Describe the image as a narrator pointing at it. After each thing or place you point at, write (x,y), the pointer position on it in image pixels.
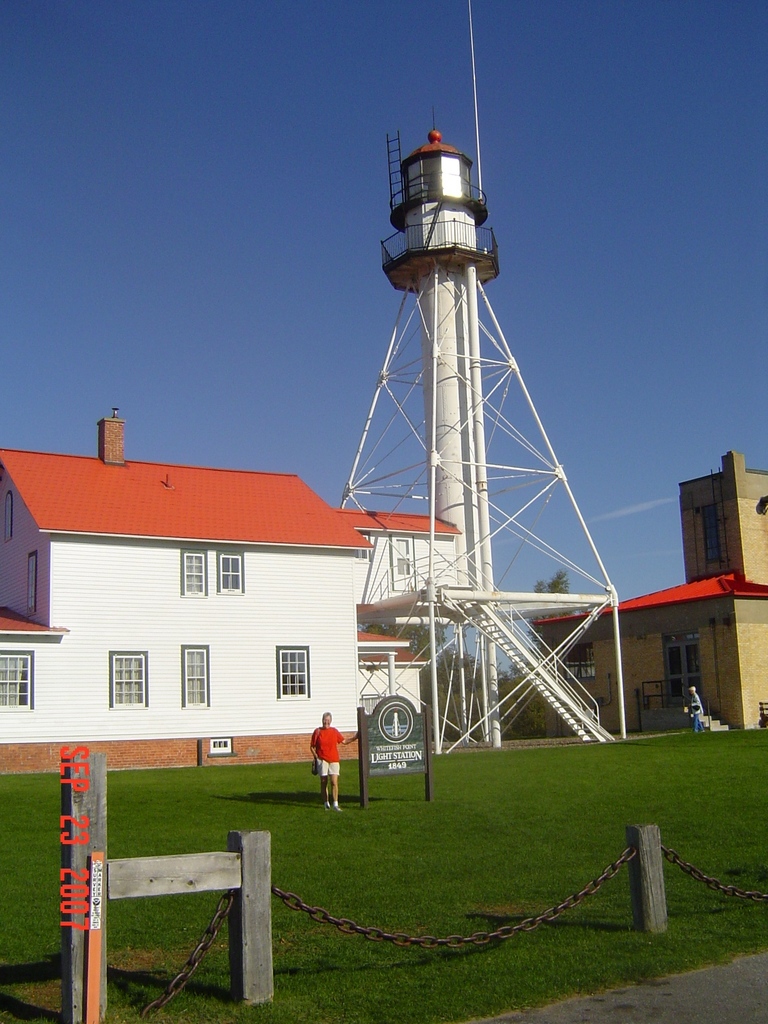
In this image there is the sky (352,110) towards the top of the image (508,320), there is a tower (529,596), there is a building (550,642) towards the right of the image (707,573), there is a building (222,569) towards the left of the image (228,562), there are trees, there are windows (196,684), there is a man (696,723) walking towards the right of the image (686,709), there is a woman (326,753) standing, she is wearing a bag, there is a board (383,736), there is text (371,754) on the board (377,735), there is grass (385,863), there is a fence (308,913), there is road (649,995) towards the bottom of the image (627,992), there is text (86,756) towards the left of the image (75,753), there are numbers (61,871) towards the left of the image (76,920).
